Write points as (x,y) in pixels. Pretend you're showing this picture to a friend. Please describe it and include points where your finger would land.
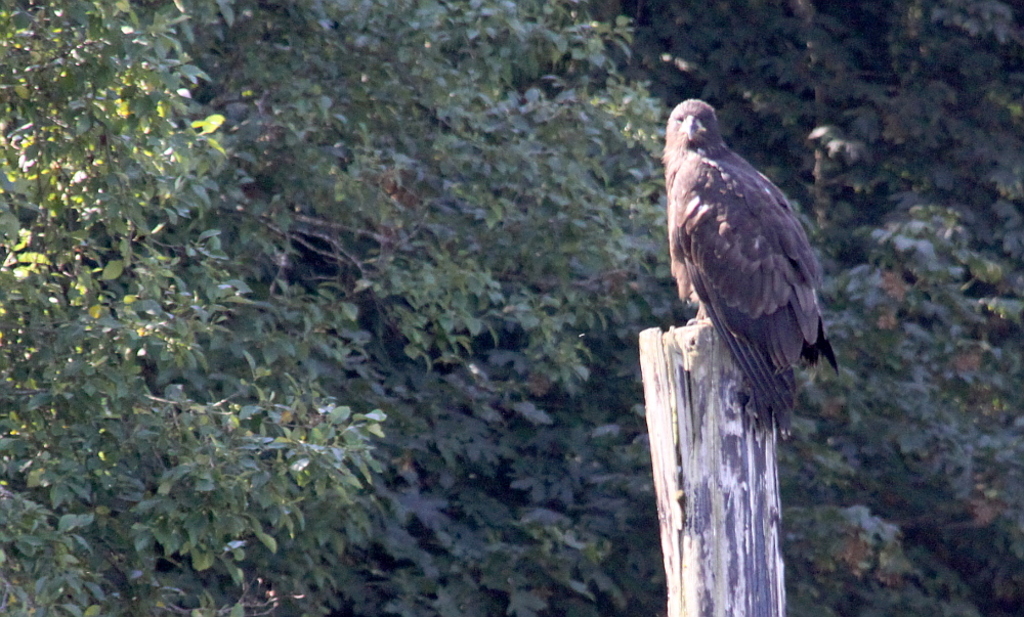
On the right side of the image (691,267) we can see a bird (769,280) is present on wood log (686,441). In the background of the image (433,299) we can see the trees (496,327).
